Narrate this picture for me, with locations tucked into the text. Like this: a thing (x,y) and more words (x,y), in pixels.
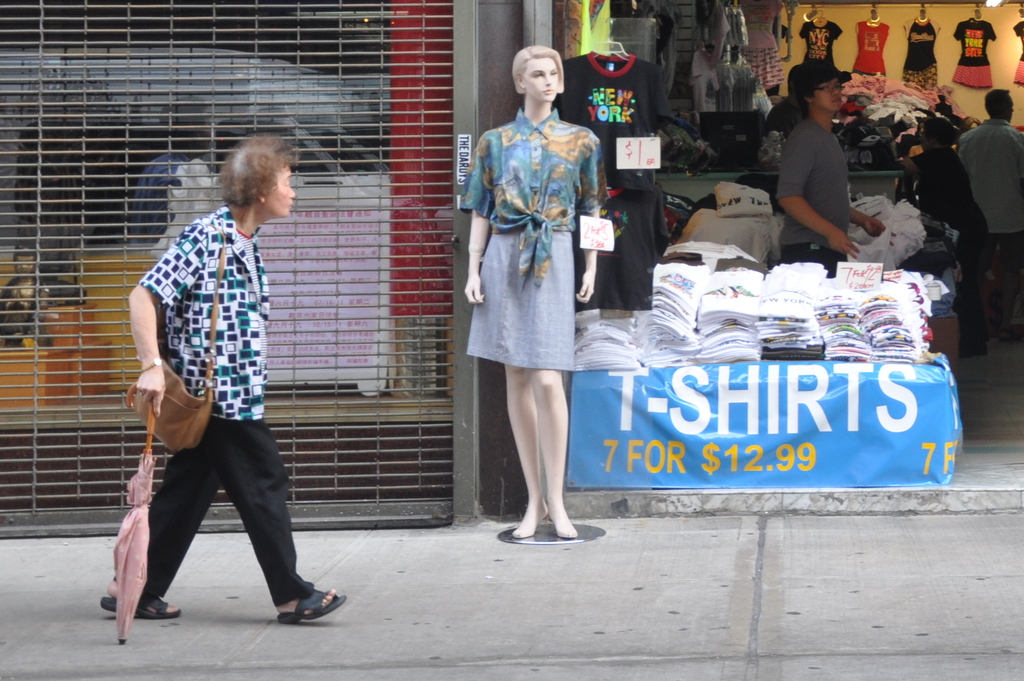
This is an outside view, in this image in the center (519,271) there is one mannequin (509,194) and on the right side (872,117) there is a store (632,290). In that store (807,376) there are some clothes (925,290) and some persons (977,147) are standing, and on the left side (124,213) there is a shutter (292,296) and through the shutter (250,101) we could see some boxes (69,360) and some objects (66,292). At the bottom (335,536) there is a walkway (603,552).
